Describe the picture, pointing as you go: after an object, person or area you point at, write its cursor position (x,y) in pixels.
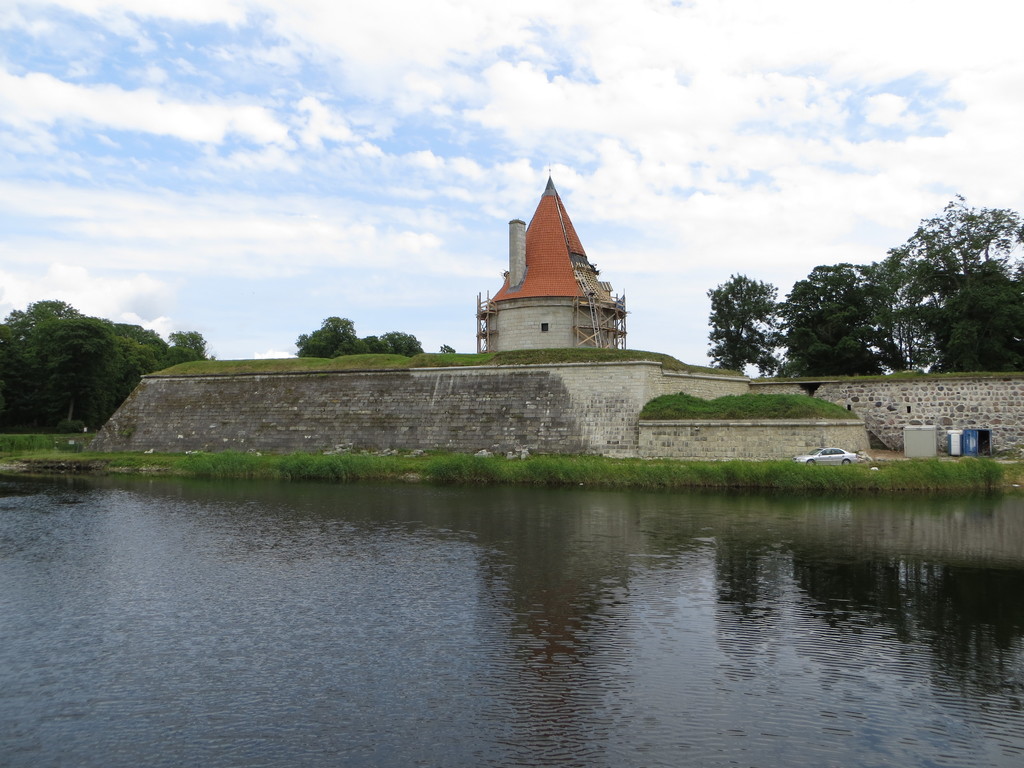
This image consists of water (360,615) at the bottom (432,584). In the background (542,322), there is a building (519,254) along with the trees (861,303). To the right (848,456), there is a car (847,454). At the top (372,126), there are clouds (441,179) in the sky (408,135).
